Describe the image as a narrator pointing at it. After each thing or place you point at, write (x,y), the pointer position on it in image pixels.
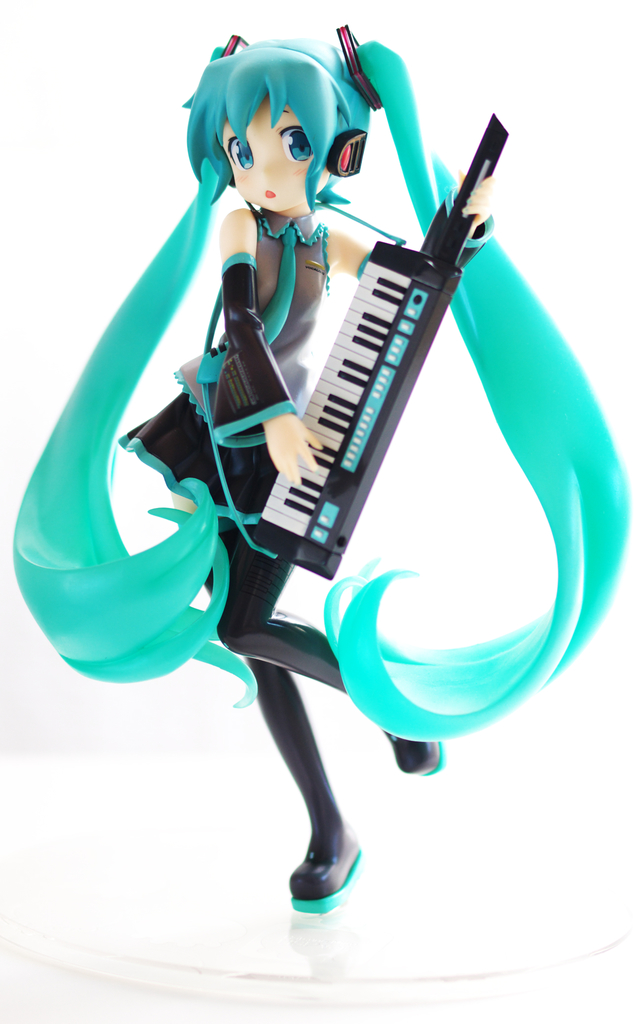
In the image we can see there is an animated picture of a girl (269,195) who is holding a casio (351,417) in her hand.
